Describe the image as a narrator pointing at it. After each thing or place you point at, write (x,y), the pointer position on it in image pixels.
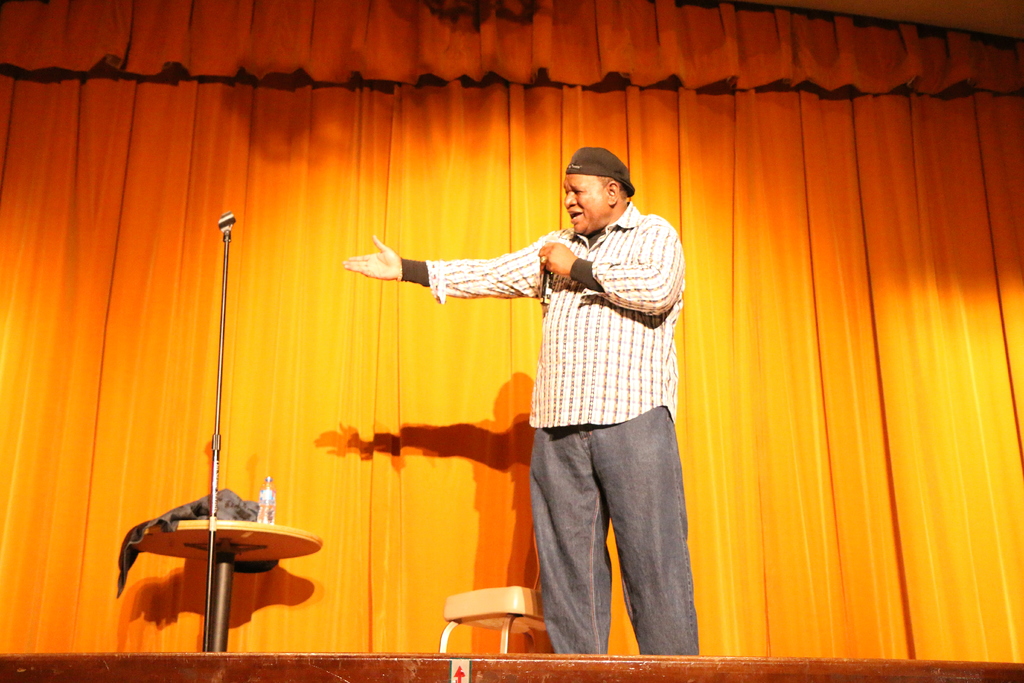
In this picture we can see man (546,423) holding mic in his hand (554,248) and talking and beside to him we have chair (499,607), table (312,535) and on table (199,544) there is bottle (263,506) and in background (251,281) we can see curtain (313,412).
